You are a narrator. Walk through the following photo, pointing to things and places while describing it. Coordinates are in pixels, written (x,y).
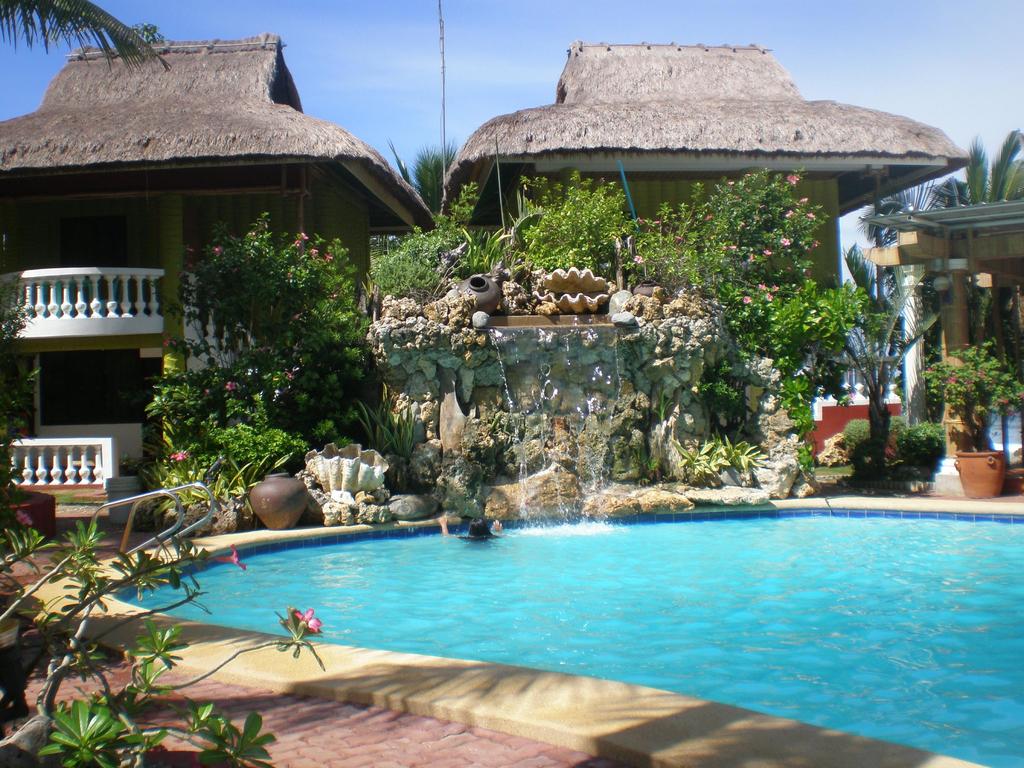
In this image, we can see some water (534,534). There are a few houses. We can see the ground (1010,506) with some objects (967,495) like a plant (984,413) in a pot (994,459). We can also see the waterfall (587,425) and some pots (270,493). We can see some trees (791,333) and the sky (884,23). We can see some pillars (961,242) and the shed (945,228).
